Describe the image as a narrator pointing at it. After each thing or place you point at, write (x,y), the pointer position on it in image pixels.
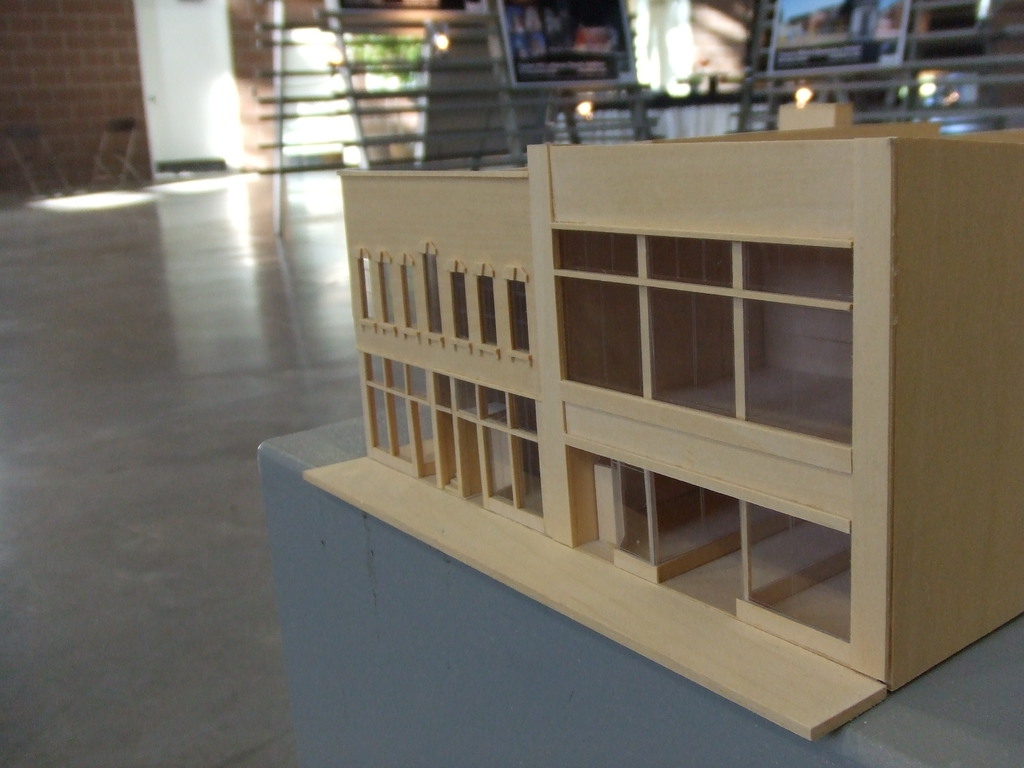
In the image there is a wooden toy building (612,461) on the table (480,614), this is clicked inside a room (646,20), at the back (810,28) it seems to be paintings (866,42) on stand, on the left side (92,124) back there is a brick wall (89,88).
